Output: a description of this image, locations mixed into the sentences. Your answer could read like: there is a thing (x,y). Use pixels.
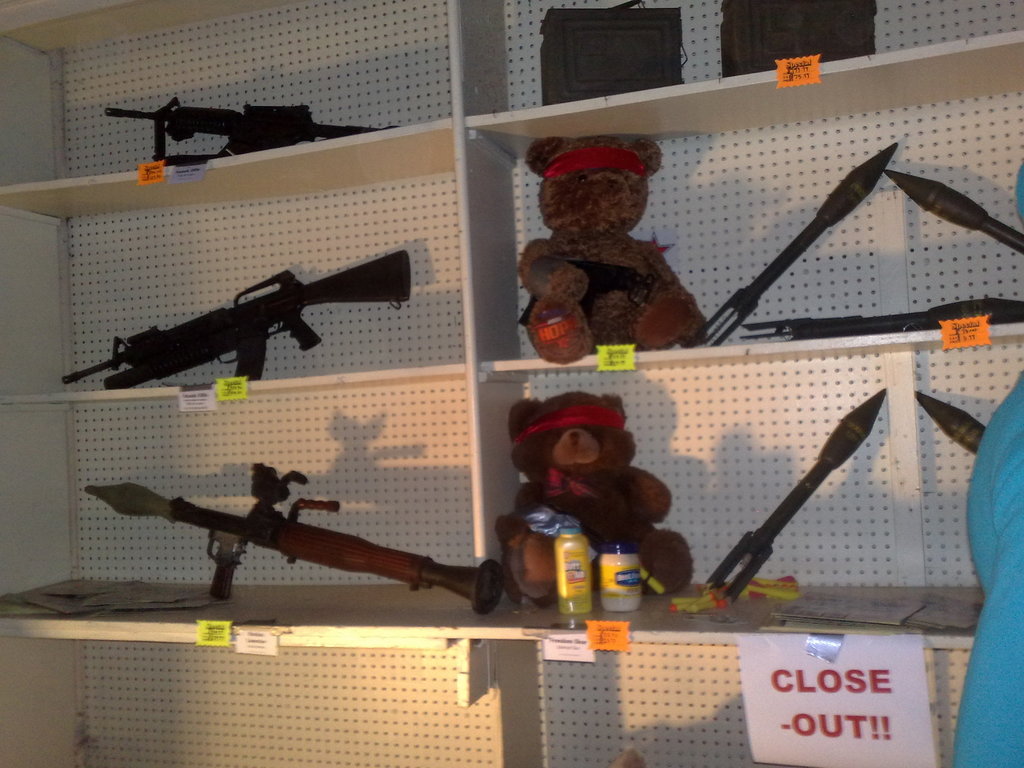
In this image, we can see a rack (724,150) contains teddy bears (581,258), bottles (579,573), guns (252,117) and missiles (872,325). There are boxes (644,37) at the top of the image (635,36).
